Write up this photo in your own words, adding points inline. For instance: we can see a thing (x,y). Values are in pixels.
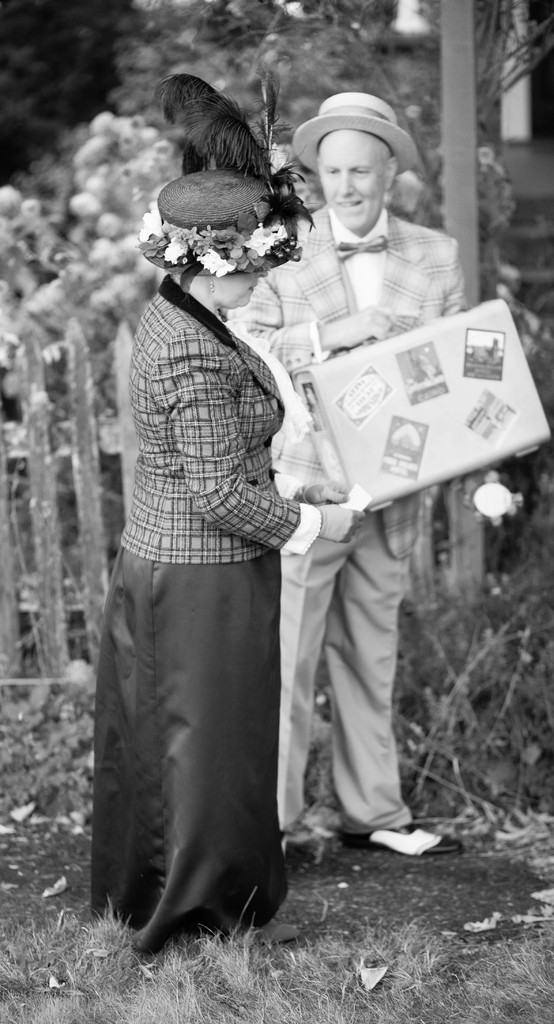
This is a black and white image. There are a few people (301,704) holding some objects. We can see the ground (382,909) with some grass (467,795) and objects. We can also see the fence (91,386) and some trees (3,185). We can also see some objects (506,367) on the right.
